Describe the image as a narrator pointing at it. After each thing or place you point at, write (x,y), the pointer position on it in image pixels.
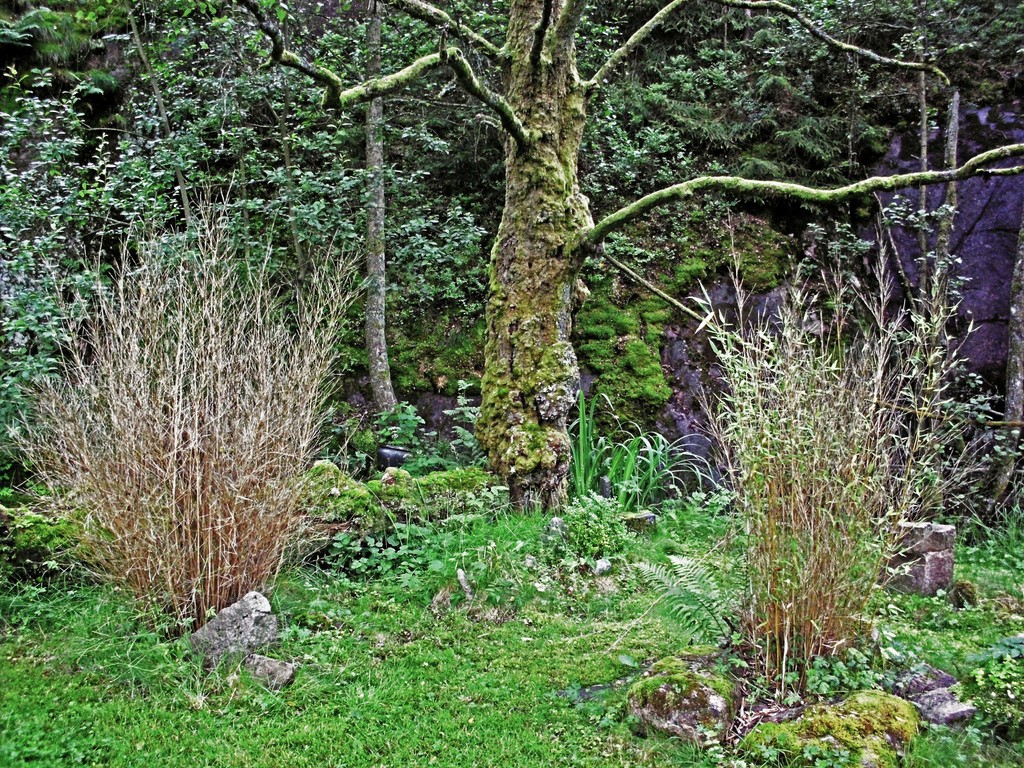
In this image I can see some grass (989,617), few rocks (928,582), few plants (791,640) which are brown in color and few trees (621,152) which are green in color.
